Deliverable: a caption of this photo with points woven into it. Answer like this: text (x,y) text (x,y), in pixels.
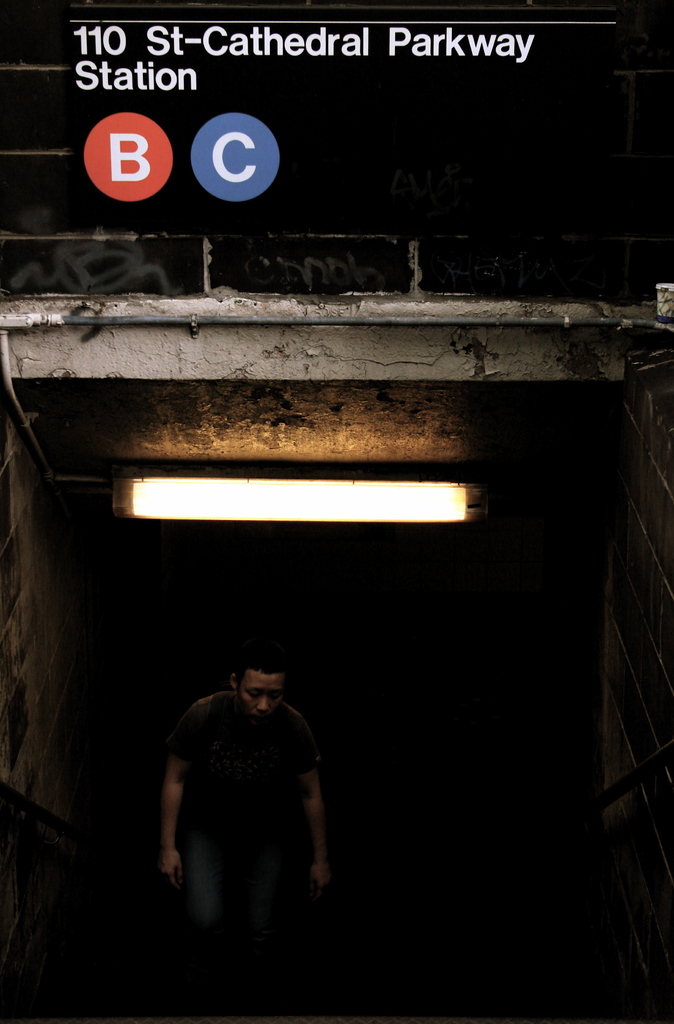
In this picture we can see a person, some text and in the background (136,836) we can see it is dark.
